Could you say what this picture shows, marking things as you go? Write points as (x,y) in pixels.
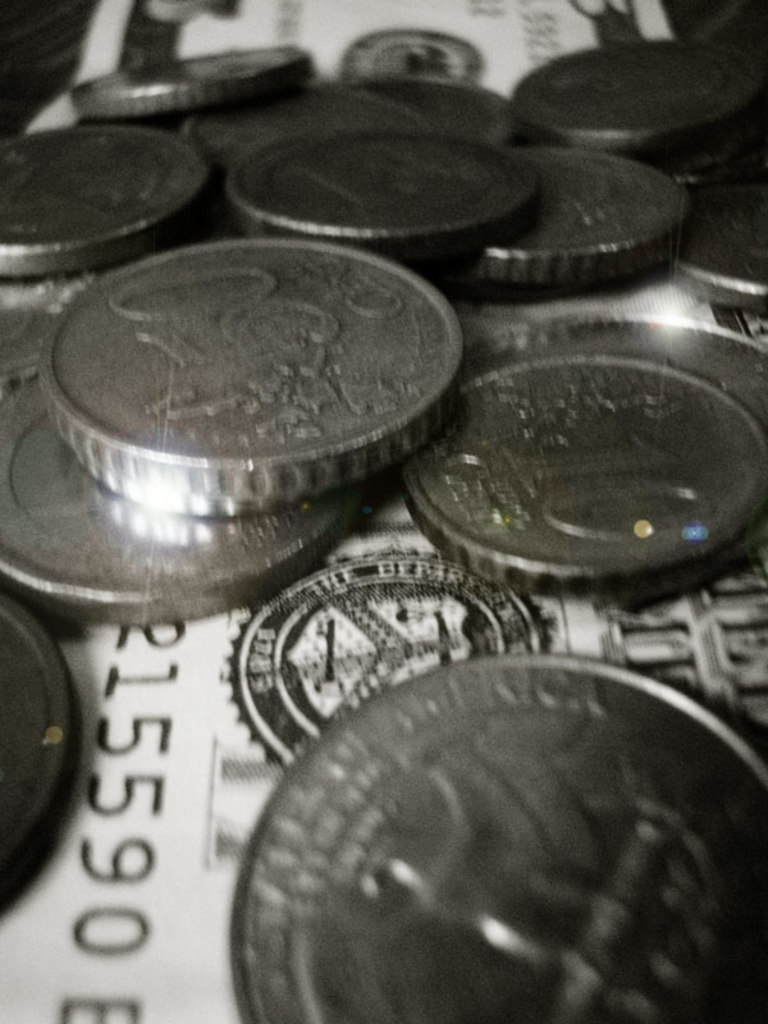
Here in this picture we can see coins (224,302) and dollar bills (463,8) present.
